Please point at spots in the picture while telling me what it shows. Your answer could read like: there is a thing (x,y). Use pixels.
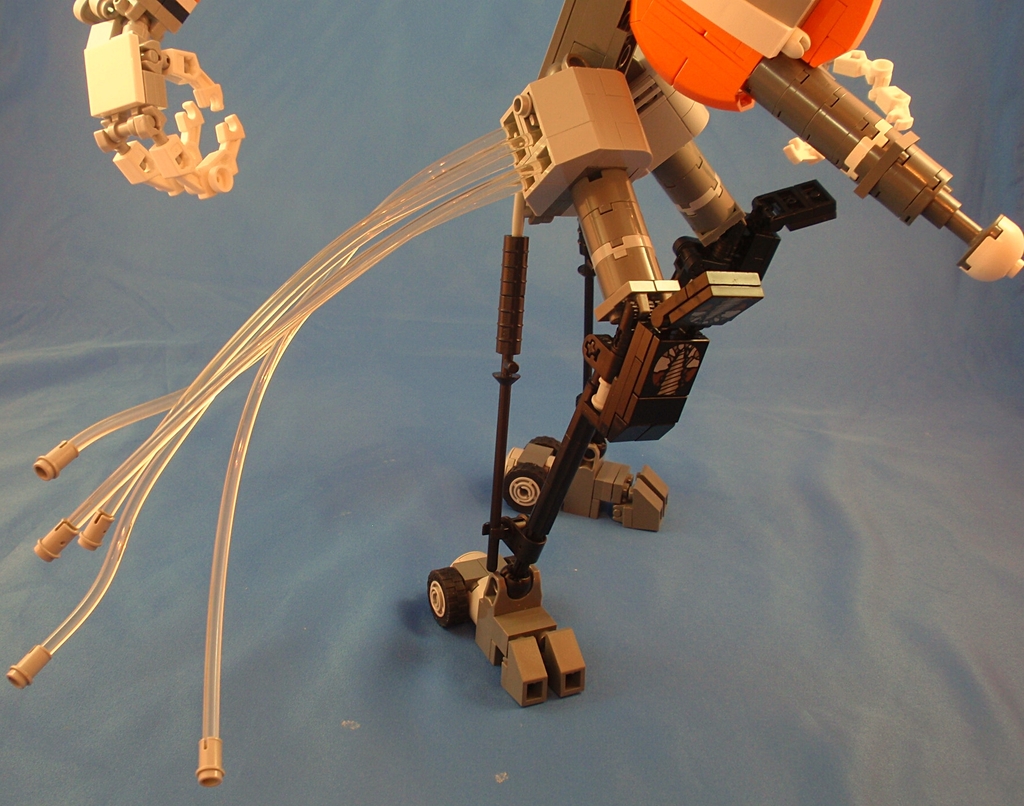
In this image there is a toy (585,77). At the bottom (776,614) there is a blue color background (411,292).
